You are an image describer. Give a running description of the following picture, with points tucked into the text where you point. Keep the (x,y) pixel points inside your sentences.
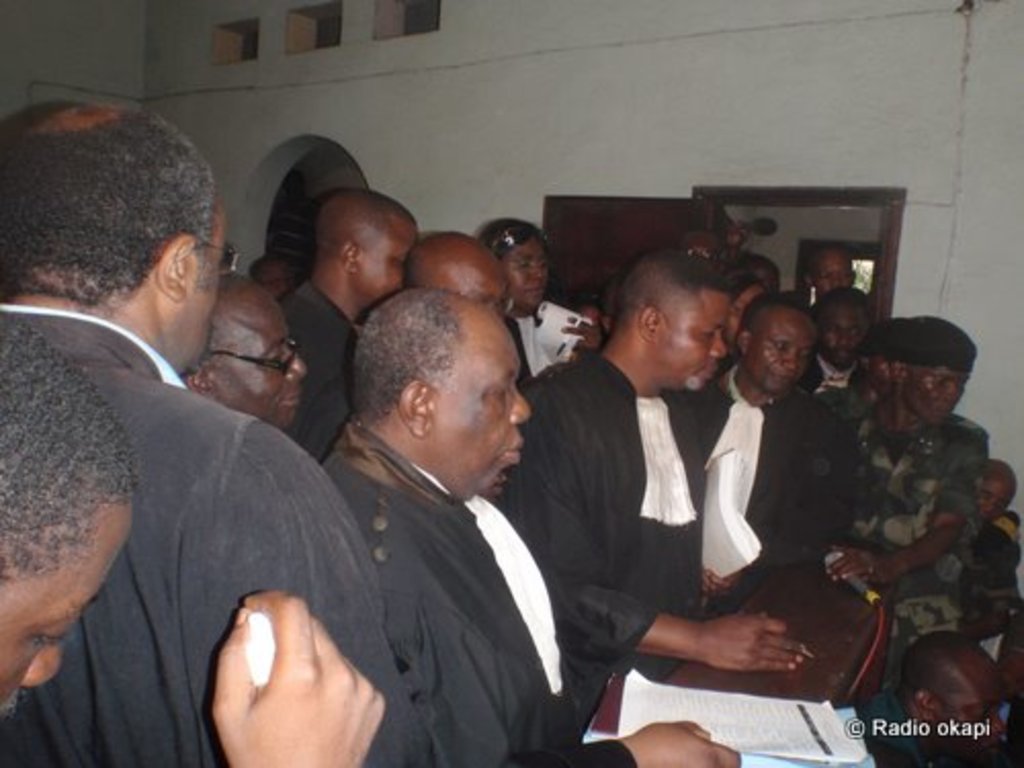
In this image there are group of people (606,561) standing near the table (840,597). On the right side (924,487) there is an officer (906,542) who is holding the mic (874,591) which is on the table (819,635). At the bottom (671,736) there is a man (671,736) who is holding the papers (748,705). In the background (566,213) there is a door (624,201) beside the wall (560,108).
